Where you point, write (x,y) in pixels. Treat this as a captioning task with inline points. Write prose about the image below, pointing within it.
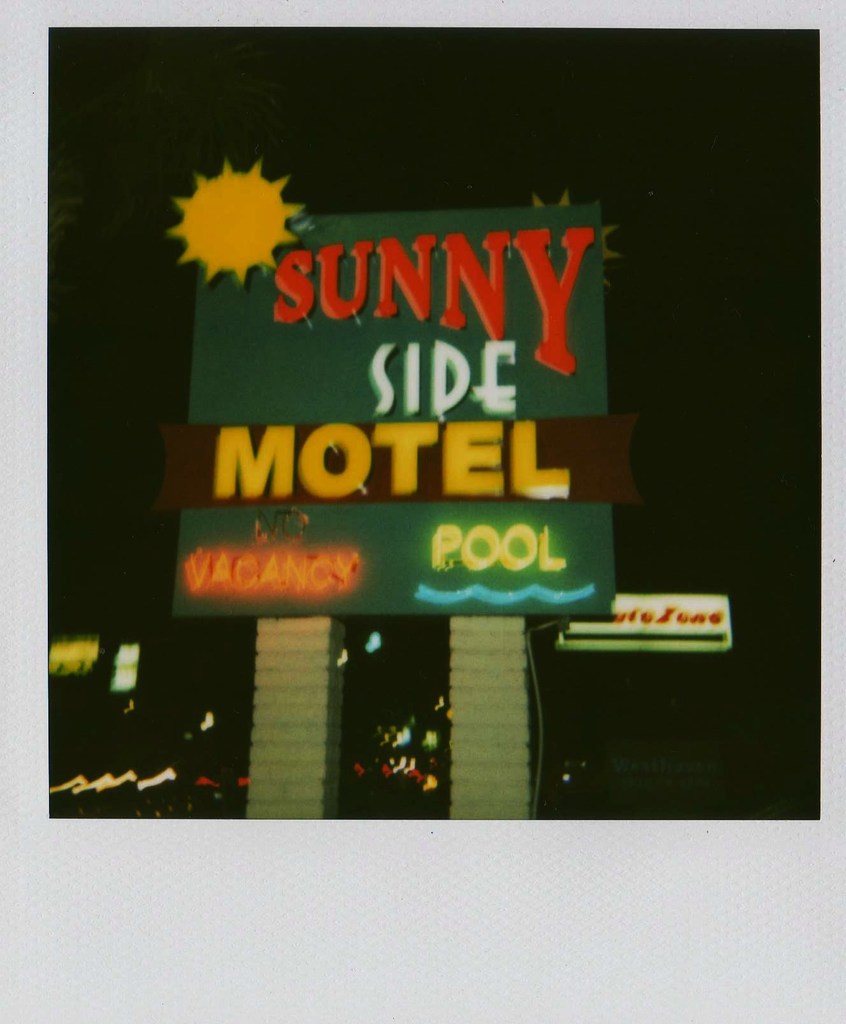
In this picture I can see there is a board (385,407) and there is something written on it. The board (466,574) is placed on the pillars (299,689) and there is another board (679,624) in the backdrop (647,624) and the sky (179,273) is dark.
